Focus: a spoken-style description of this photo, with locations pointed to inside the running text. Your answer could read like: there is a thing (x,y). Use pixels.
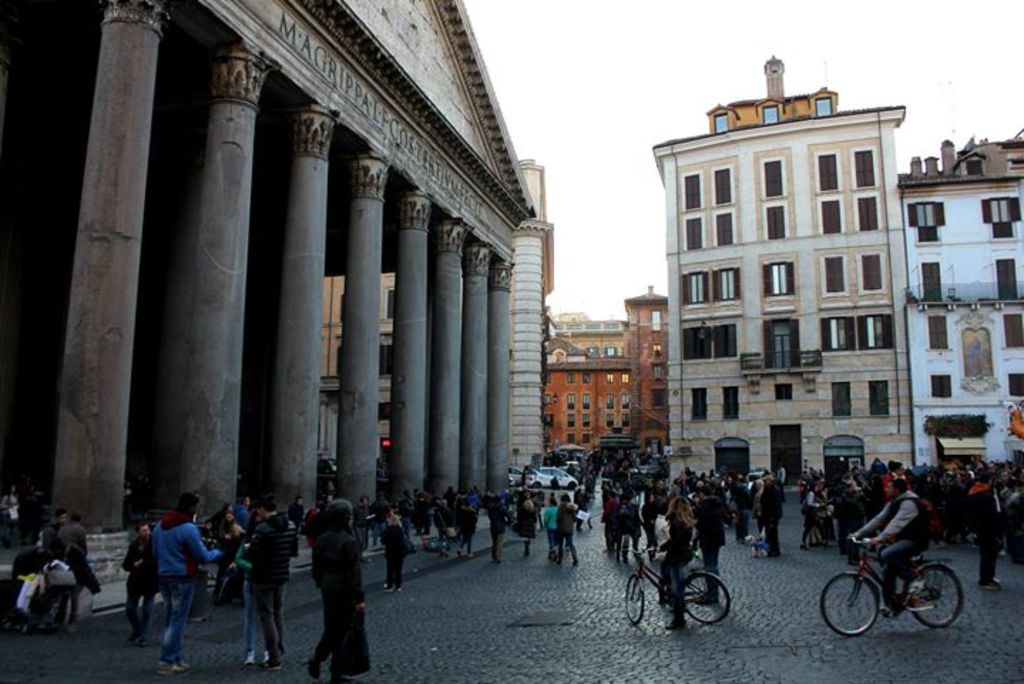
Here in this picture on the left side (312,146) we can see a pantheon (166,219) present and beside that we can see number of houses (629,376) and buildings (729,323) present and on the ground (531,556) we can see number of people (621,466) standing and walking and we can see some people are riding bicycles (722,601) and some people (324,568) are carrying bags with them and we can also see cars (558,472) present on the road (486,572) and we can see the sky (628,214) is clear.
